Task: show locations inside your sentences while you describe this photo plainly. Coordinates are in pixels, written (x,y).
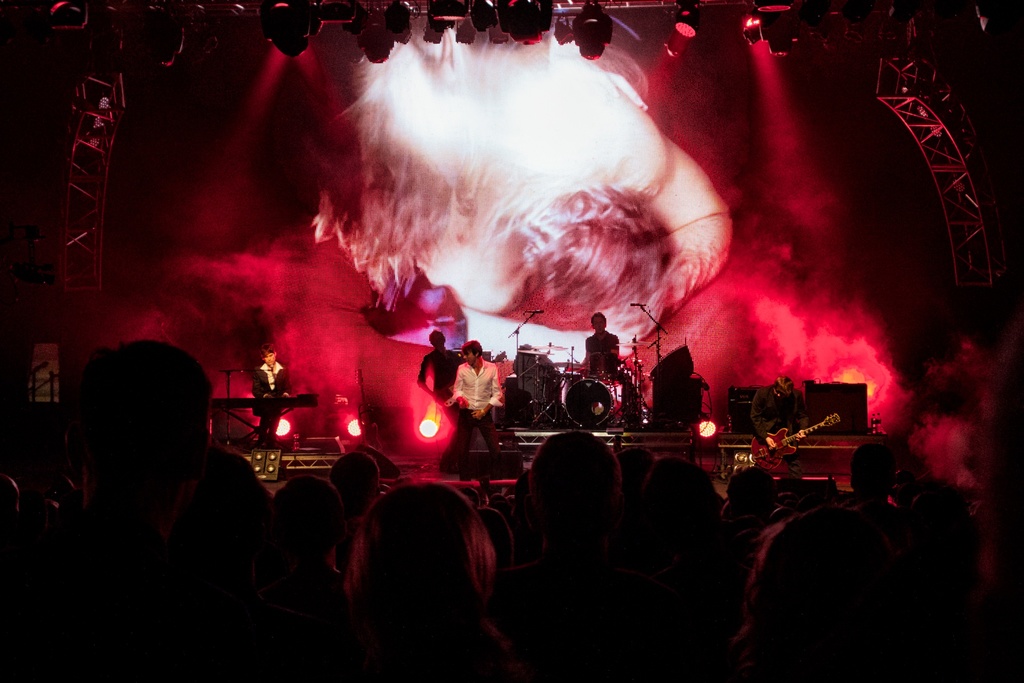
This picture describes about group of people (476,426), in the background of the image (274,388) we can see few people (603,334), they are musicians (434,339), in the left side of the given image we can see a man (274,368) is playing keyboard (255,404), and another person (596,323) is playing drums (553,380), and also we can see few lights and metal rods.
